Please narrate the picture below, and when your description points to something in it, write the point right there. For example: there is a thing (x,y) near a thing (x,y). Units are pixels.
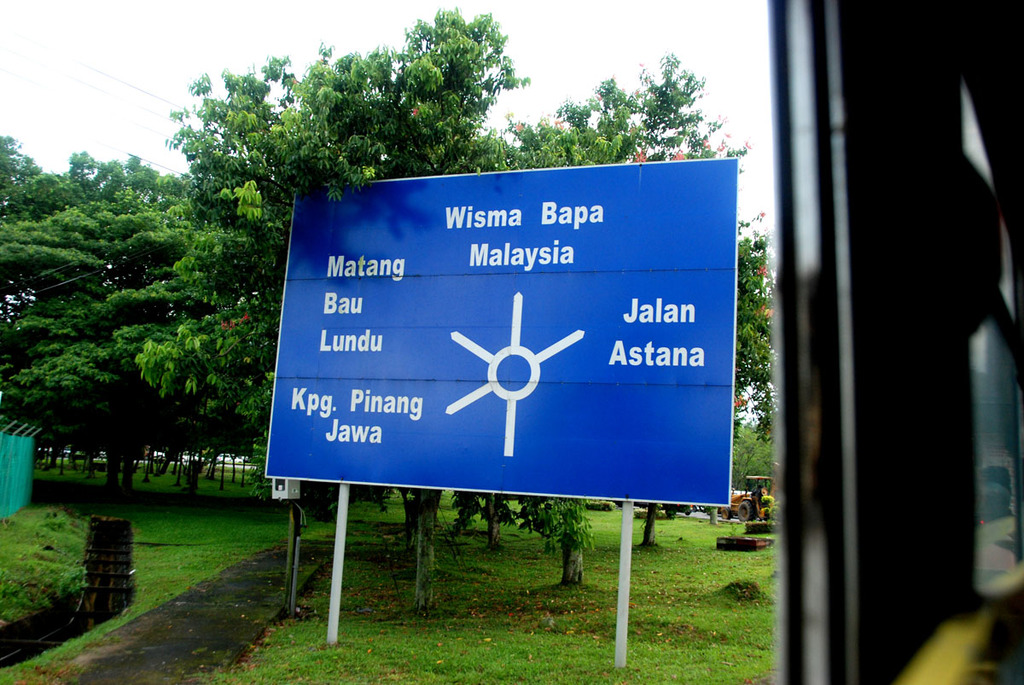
The image is taken from a vehicle (838,3). In the center of the picture (536,430) there are trees (492,543), grass (292,622), path (218,587) and a board (523,380). In the center of the background (757,455) there is a vehicle (747,502) and there are trees (762,437) and sky (633,39), sky (668,39) is cloudy.
